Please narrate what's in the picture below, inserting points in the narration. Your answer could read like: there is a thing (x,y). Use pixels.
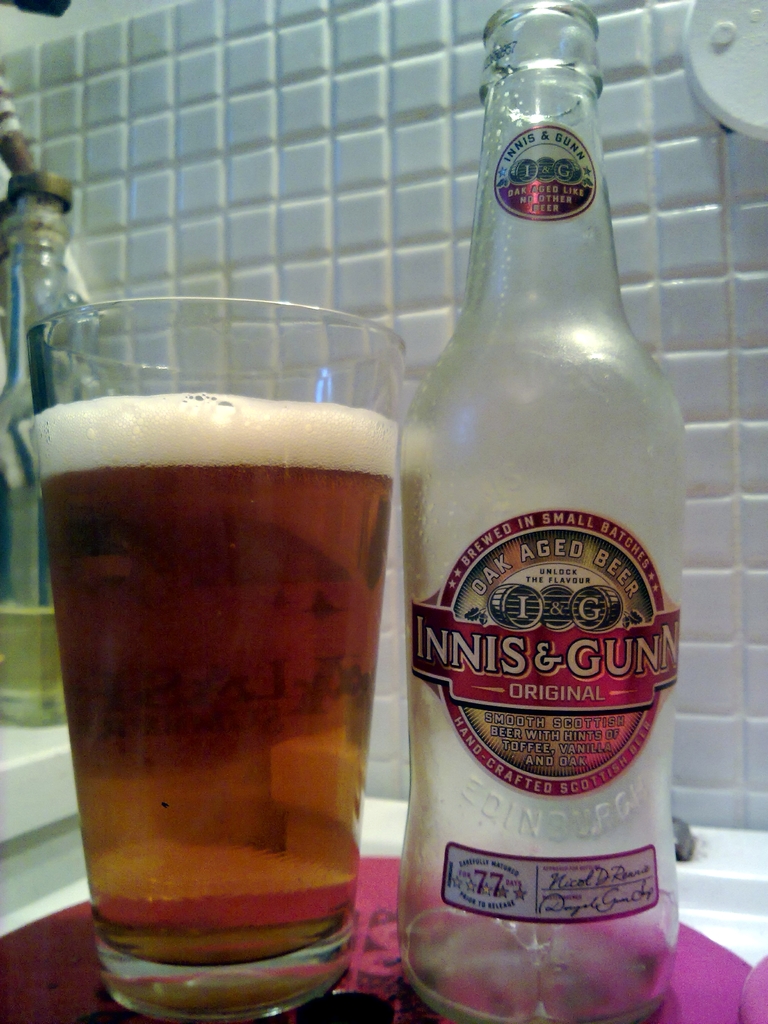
There is a glass bottle (567,476) and a glass (189,697) of beer (296,643) placed on a table (373,923) and the background (274,93) is white in color.
